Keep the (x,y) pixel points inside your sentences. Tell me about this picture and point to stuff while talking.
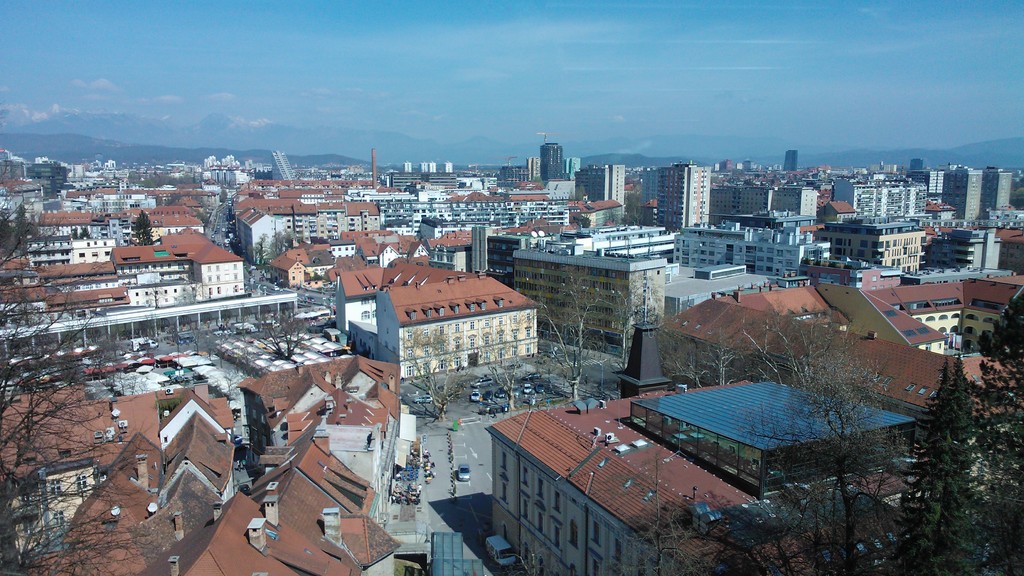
In this image there are buildings (16,286), trees (985,538) and there are vehicles (507,409) on the road (461,454). In the background of the image (591,65) there is sky (514,84).
